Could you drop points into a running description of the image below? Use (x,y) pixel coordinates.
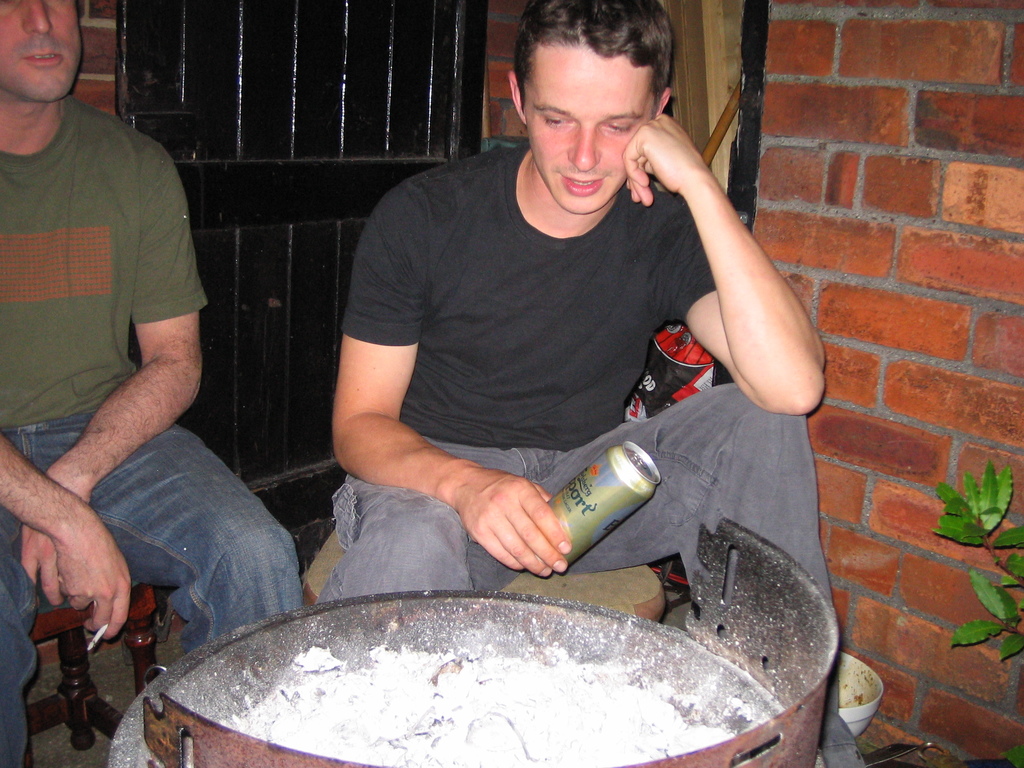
In this image I can see a person (542,283) wearing black t shirt (537,291) and pant (763,407) is sitting and holding an object (569,486) in his hand (526,535) and another person (189,478) wearing green colored t shirt (100,290) and jeans (170,489) is sitting and holding a cigarette (99,629) in his hand (115,593). I can see a black colored bowl (252,649) in front of them and white colored ash (432,689) in it. In the background (288,137) I can see the black colored gate (326,122), the wall (889,140) which is made of bricks (912,214) and a plant (956,504) which is green in color.
